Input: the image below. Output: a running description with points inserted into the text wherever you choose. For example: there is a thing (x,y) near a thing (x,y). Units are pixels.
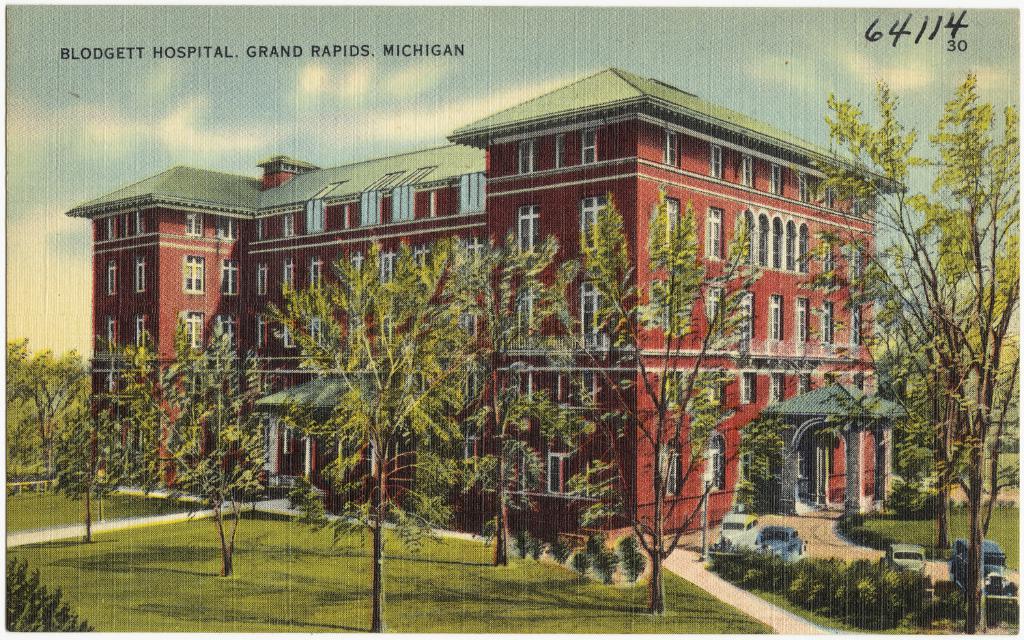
In this image, It looks like a poster (368,449). I can see a building (449,223) with the windows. These are the trees (725,334), bushes (772,578), cars (915,554) and grass (481,599) in front of a building (561,501). At the top of the image (513,81), I can see the sky (124,106). These are the watermarks (70,53) on the image.
